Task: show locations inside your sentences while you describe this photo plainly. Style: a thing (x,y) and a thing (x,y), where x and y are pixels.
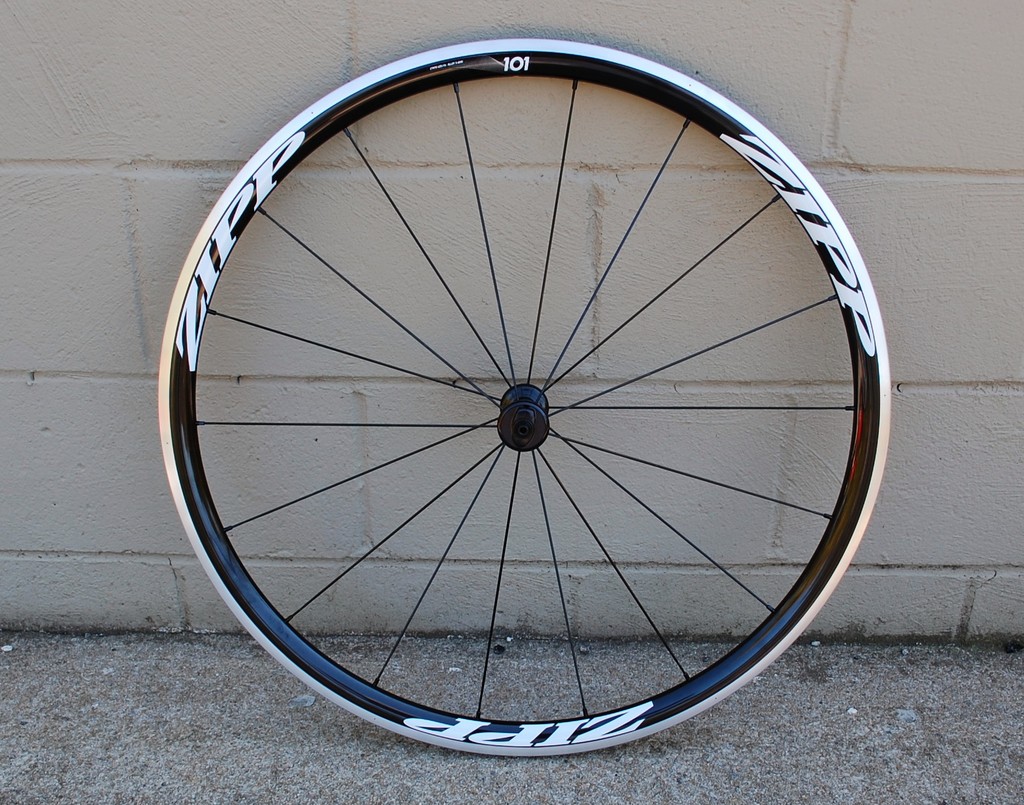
This picture is clicked outside. In the center (479,490) we can see a wheel (782,609) placed on the ground (575,760). In the background (770,50) there is a wall (121,386).
